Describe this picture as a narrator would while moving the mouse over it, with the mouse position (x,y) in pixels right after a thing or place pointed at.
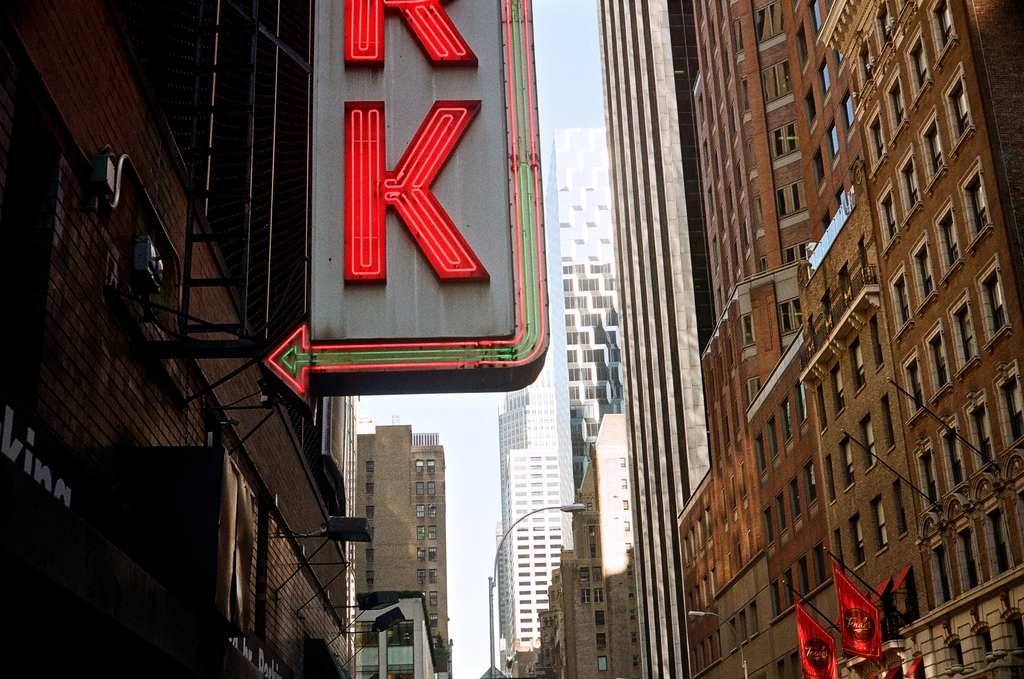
In this image there is a hoarding (457,295) in the middle (428,326). On the hoarding (398,136) there are letters (379,169) with the led lights (390,193). There are buildings (406,488) on either side of the image. At the top (570,53) there is the sky (566,60). On the right side (852,611) bottom there are two flags (812,619) to the building (900,625).
